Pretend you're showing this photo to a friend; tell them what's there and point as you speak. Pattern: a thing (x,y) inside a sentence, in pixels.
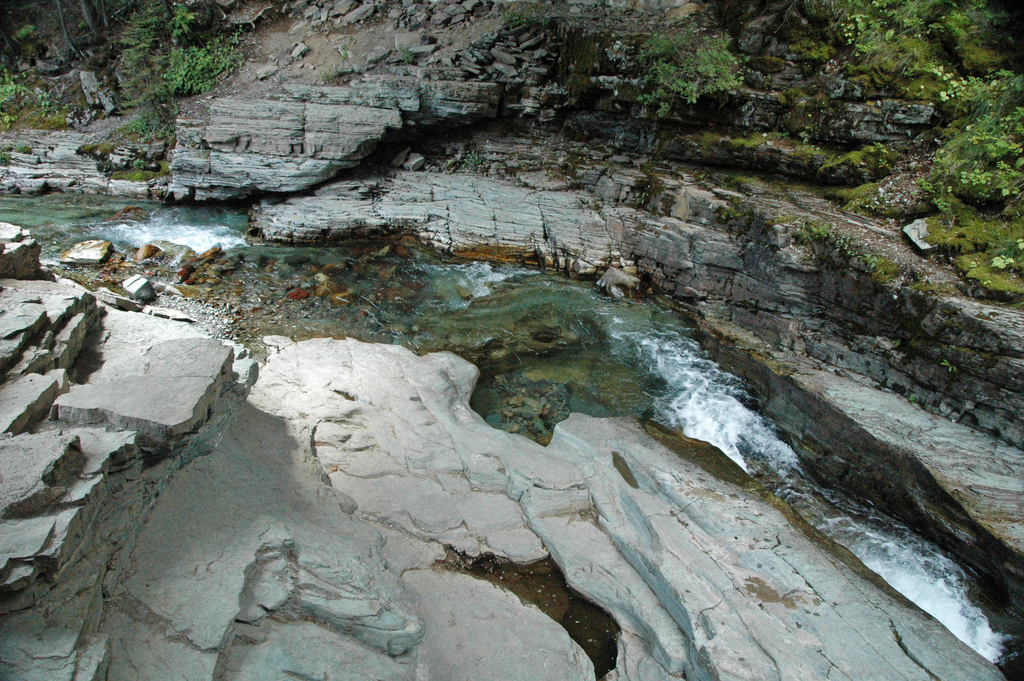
In the image there is canal (916,564) in the middle (372,335) with huge rocks (294,426) on either side of it with plants (980,182) and algae (1003,220) over it.
